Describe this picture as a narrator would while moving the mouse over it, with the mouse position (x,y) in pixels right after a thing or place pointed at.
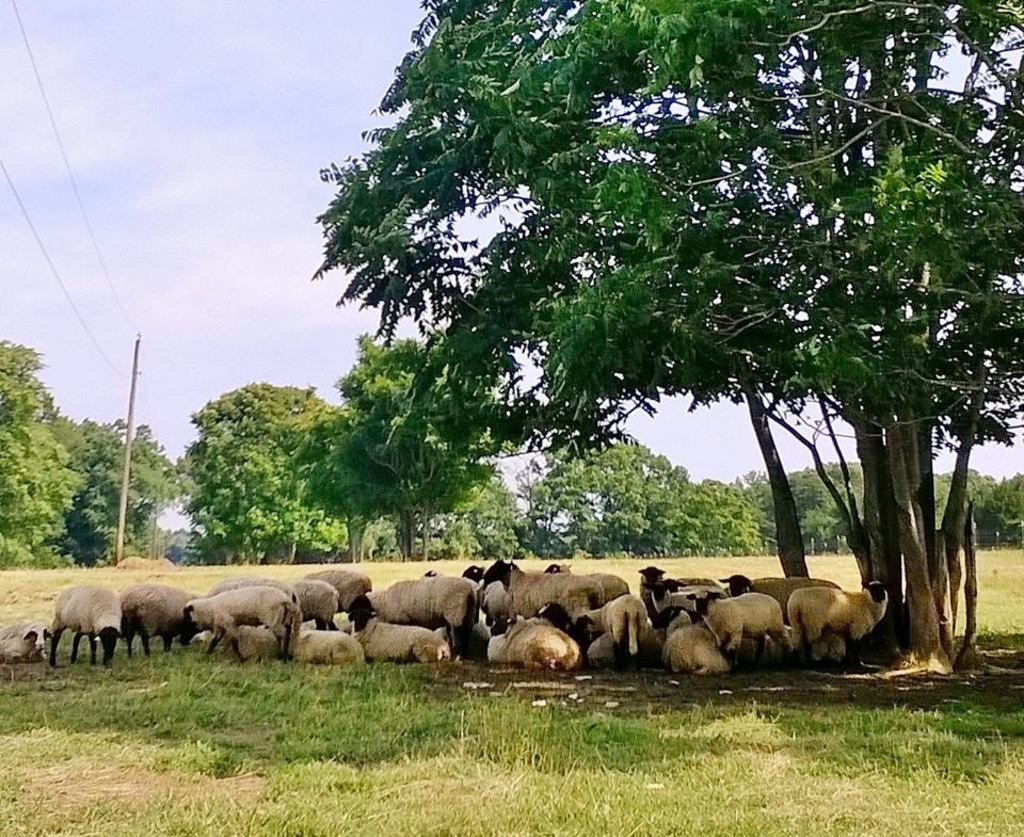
In this image in the center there are a group of sheeps (358,631), at the bottom (177,738) there is grass (838,771) and in the background (405,503) there are some trees (153,443), poles (133,397) and wires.
